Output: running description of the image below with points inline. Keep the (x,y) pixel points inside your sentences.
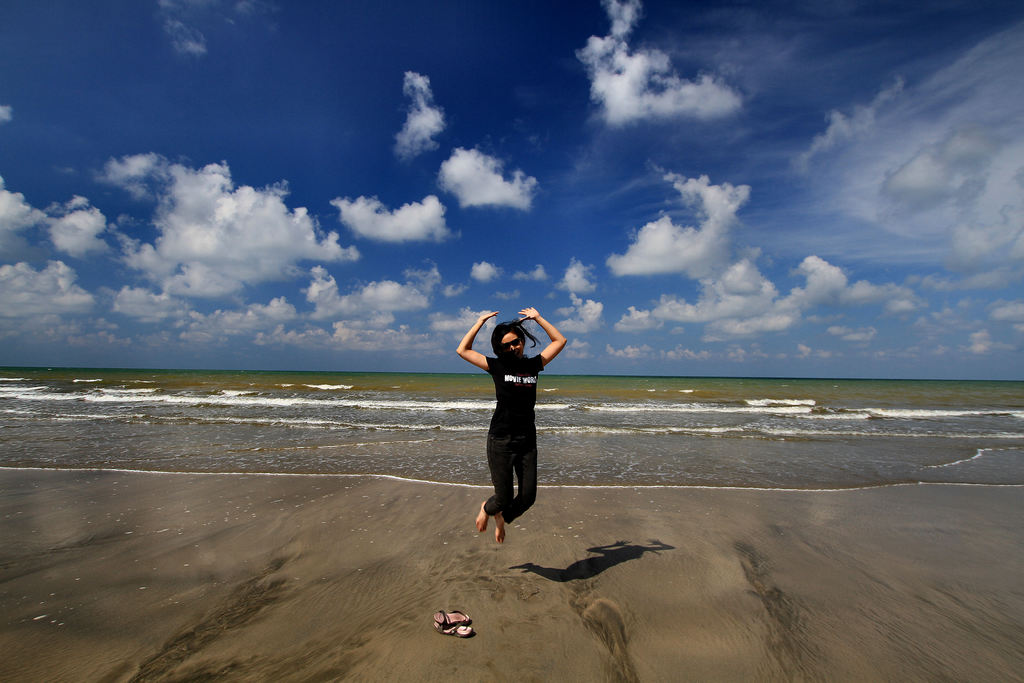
In this image we can see a girl (511,493) is jumping. She is wearing black color dress (510,426). Background of the image (701,407) an ocean (675,401) is there. The sky (604,112) is in blue color with some clouds (622,254). Bottom of the image (456,619), on land (431,638) footwear (445,626) is there.
